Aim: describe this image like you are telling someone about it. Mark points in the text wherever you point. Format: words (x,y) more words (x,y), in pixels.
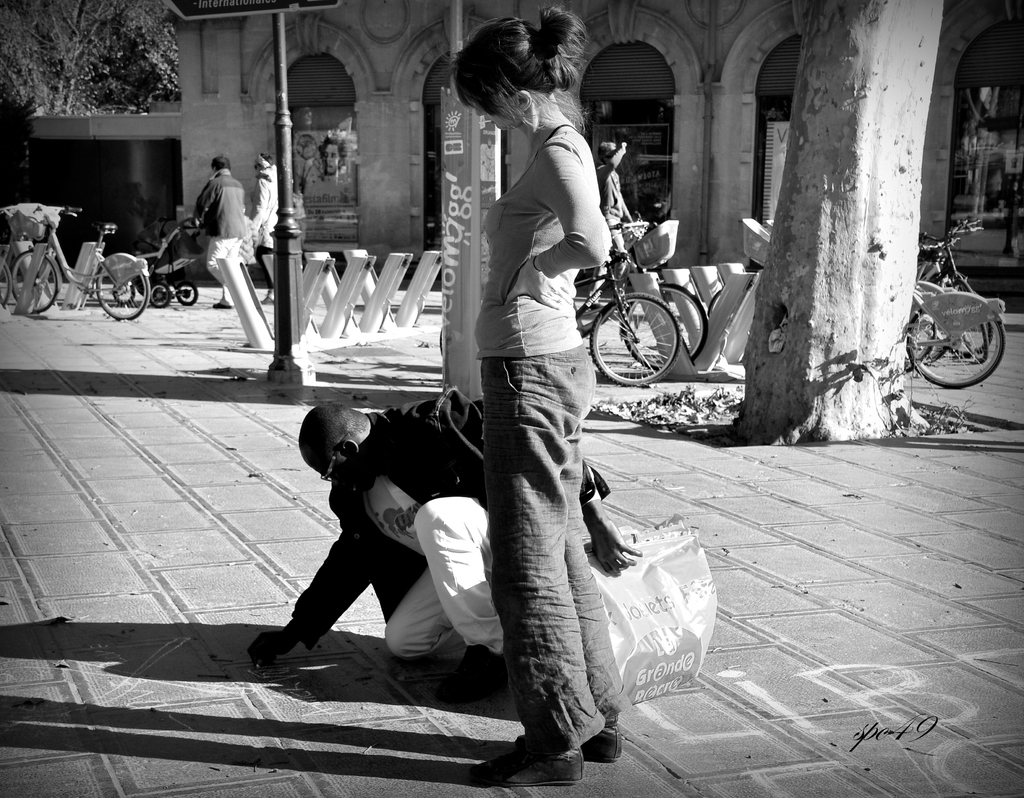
In this image I can see few bicycles (60,243), few people (493,332), few trees (153,77), a building (728,68), few boards (335,163) and here I can see something is written on this board (197,10). I can also see this image is black and white in color.
